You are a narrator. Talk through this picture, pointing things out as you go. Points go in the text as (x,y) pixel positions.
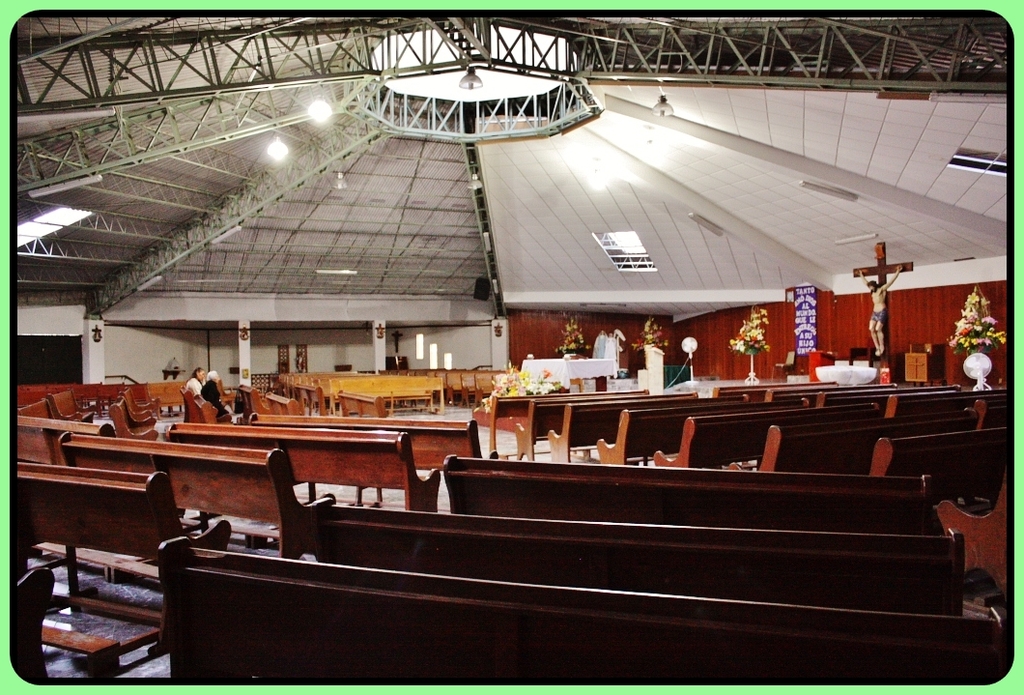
This is an inside view of the church (468,231) and here we can see benches (325,412) and some people (215,393) sitting on the bench (209,404). In the background (876,298), there is a statue (886,310) and some flower bouquets (972,332). At the top (427,203), there is roof (392,178).
